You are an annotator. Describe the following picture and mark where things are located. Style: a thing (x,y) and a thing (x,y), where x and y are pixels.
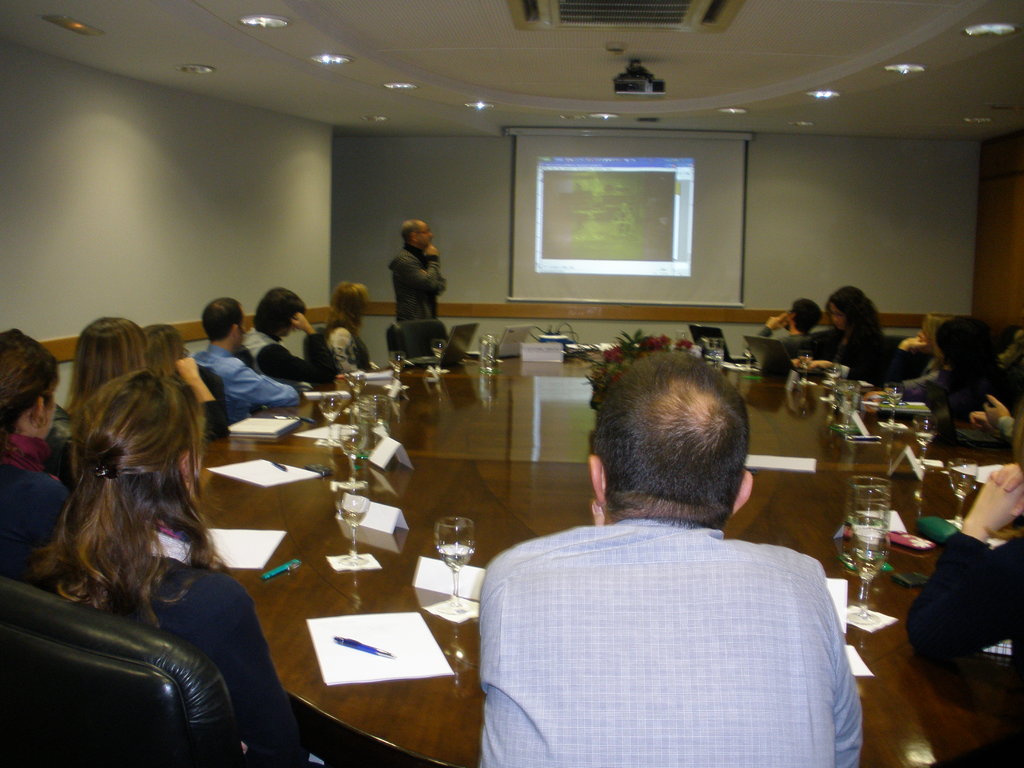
In this image we can see some group of persons (8,383) who are sitting on chairs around the table (498,487) and there are some papers (340,635), pens (349,647), glasses (363,515), name boards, laptops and some other items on the table (536,446) and at the background of the image (405,291) there is a person (402,271) wearing black color dress (424,279) standing and looking towards projector screen (610,222) on which some video (612,194) is telecasting and at the top of the image (610,23) there is A. C (606,11). and projector (623,80).
